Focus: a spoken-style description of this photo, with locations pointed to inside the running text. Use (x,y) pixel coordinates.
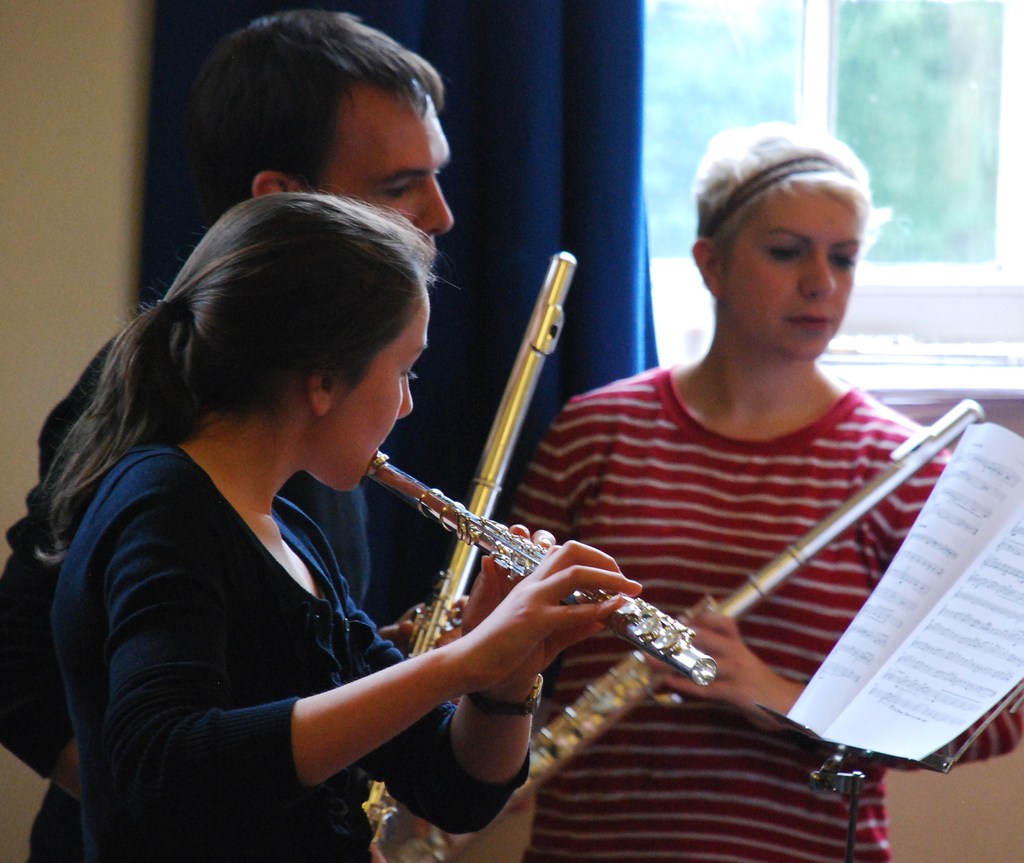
In this image I can see there are two women (396,659) and a man (413,92). The woman (264,657) in the black dress (224,707) is playing a musical instrument (529,569) and others (633,539) are holding the musical instrument (501,454).
